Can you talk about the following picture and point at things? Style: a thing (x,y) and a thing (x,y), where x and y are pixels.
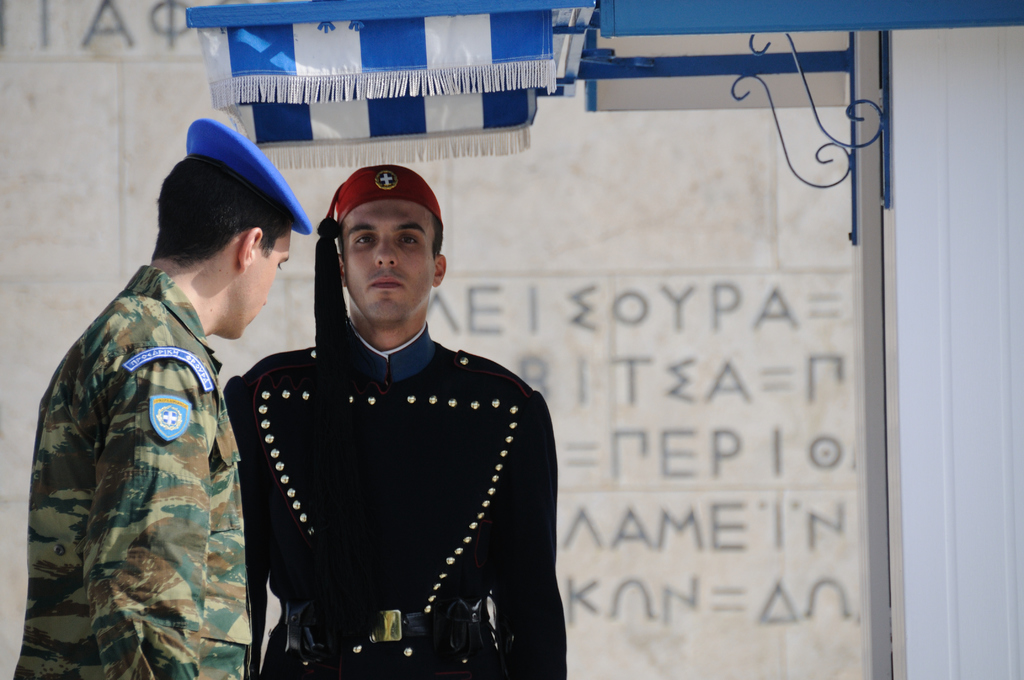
In this image in the front (222,383) there are persons (272,398) standing. In the background (375,64) there is a tent (430,44) which is blue in colour and there is some text (700,445) written on the wall (684,425).
